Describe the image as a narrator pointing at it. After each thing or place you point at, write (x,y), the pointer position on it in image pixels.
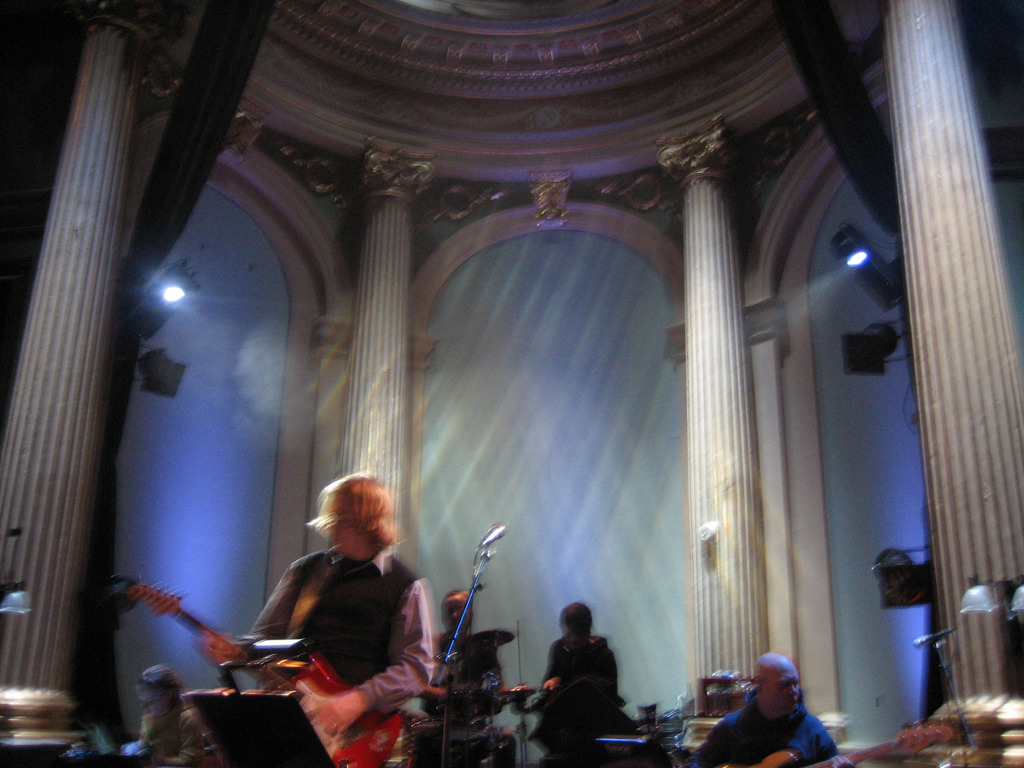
In the foreground of this image (357,595), that is a man (368,669) standing and holding a guitar (207,626) in front of a book holder (248,710) and beside a mic stand (481,571). In the background (467,662), there are few people (592,648) playing musical instruments (526,698) and also we can see pillars (708,363), arches (185,266), lights (185,282) and the curtains (874,181).
